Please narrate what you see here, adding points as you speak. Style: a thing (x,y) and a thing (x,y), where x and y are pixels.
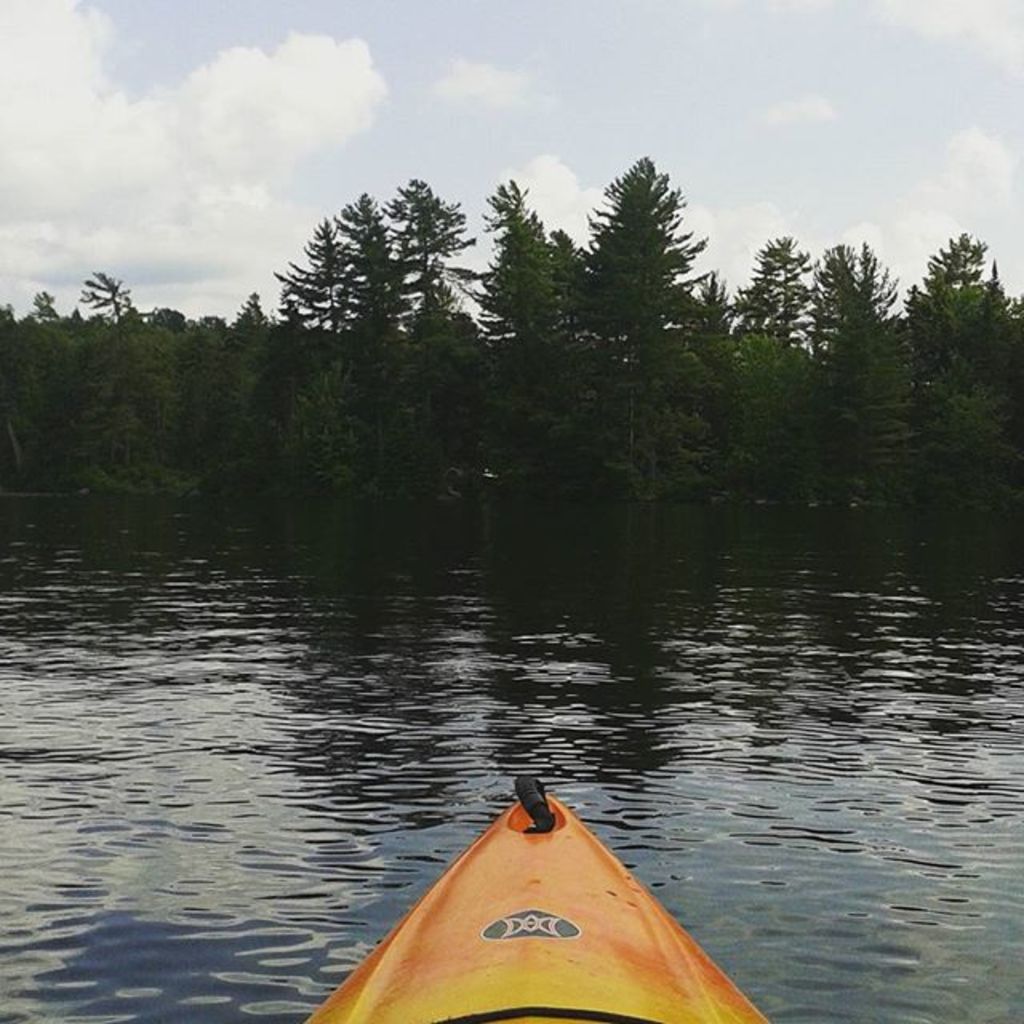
In this picture I can see a boat (535,957) on the water (449,715). In the background (483,106) I can see trees (538,382) and sky (522,119).
